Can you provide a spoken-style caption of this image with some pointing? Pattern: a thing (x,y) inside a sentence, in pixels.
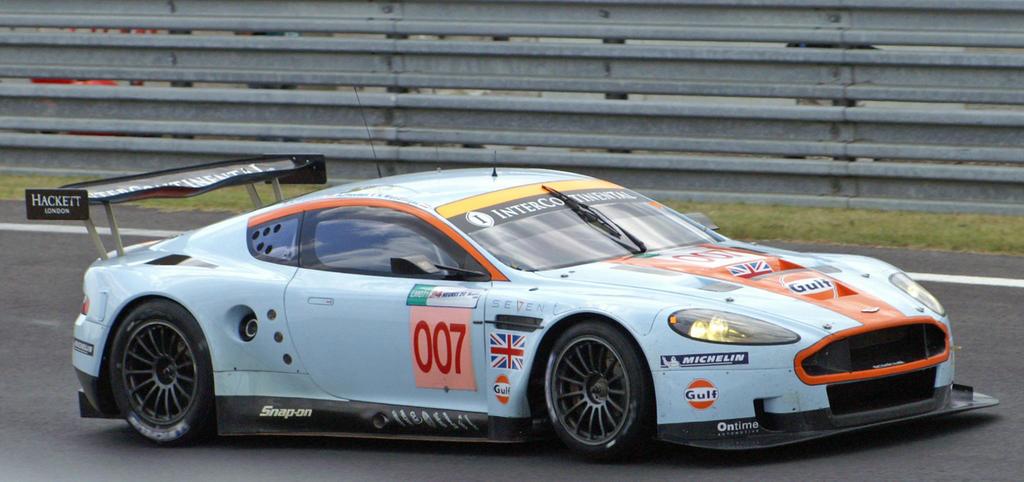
In this image we can see a vehicle (539,273) on the road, also we can see the grass (727,206) and the background (207,149) it looks like the fence (470,137).
